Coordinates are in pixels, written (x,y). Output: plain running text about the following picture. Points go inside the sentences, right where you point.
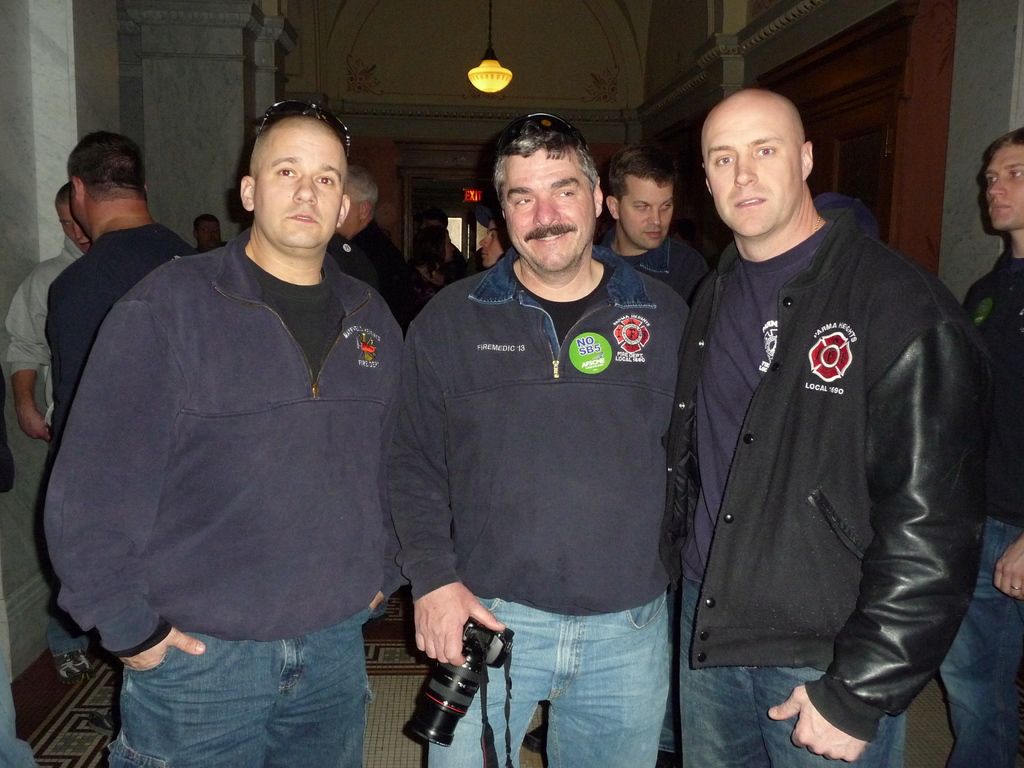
In this image there are men (502,335). There is a man (497,307) holding a camera (436,727) in his hand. In the background of the image (321,35) there is wall (95,93). There is a door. There is a light (481,68) to the ceiling (502,35). At the bottom of the image (381,738) there is floor (58,746).
